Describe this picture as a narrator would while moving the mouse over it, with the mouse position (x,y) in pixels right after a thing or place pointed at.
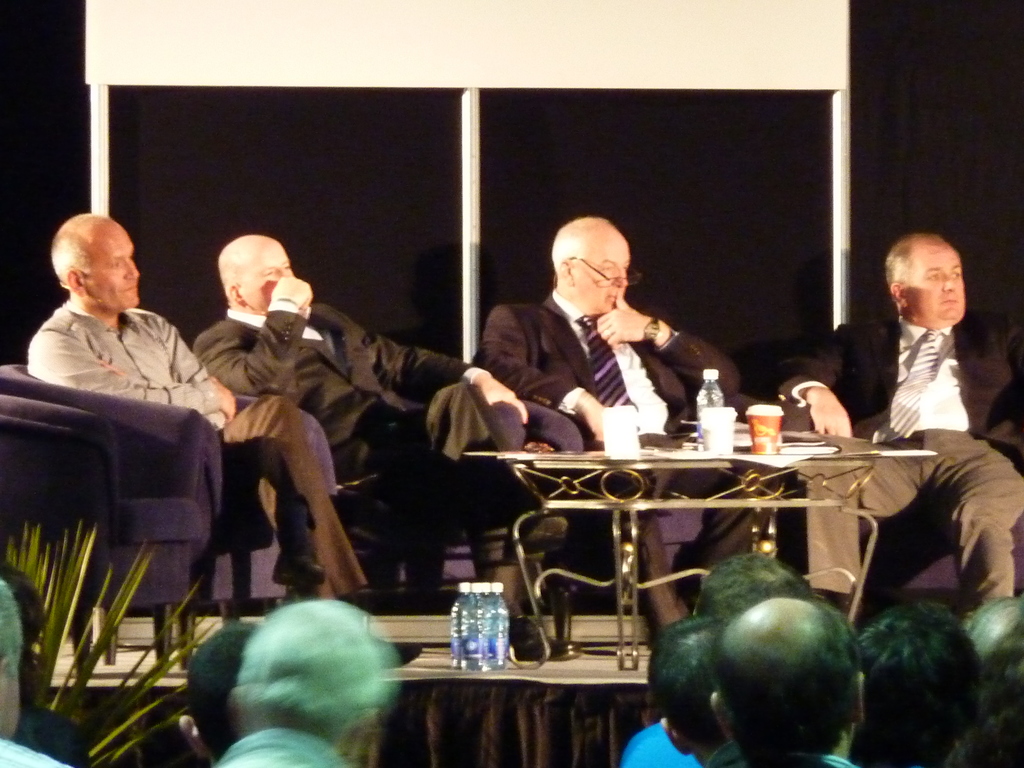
In this picture we can see a group of people (351,700) and in front of them we can see bottles (463,633) on stage (577,661), table (690,460) with glasses (706,426), bottle (707,371) on it, four men (896,394) sitting on chairs (196,471), cloth (542,720), leaves (126,700) and in the background (720,35) we can see the wall (23,78) and some objects (710,32).
